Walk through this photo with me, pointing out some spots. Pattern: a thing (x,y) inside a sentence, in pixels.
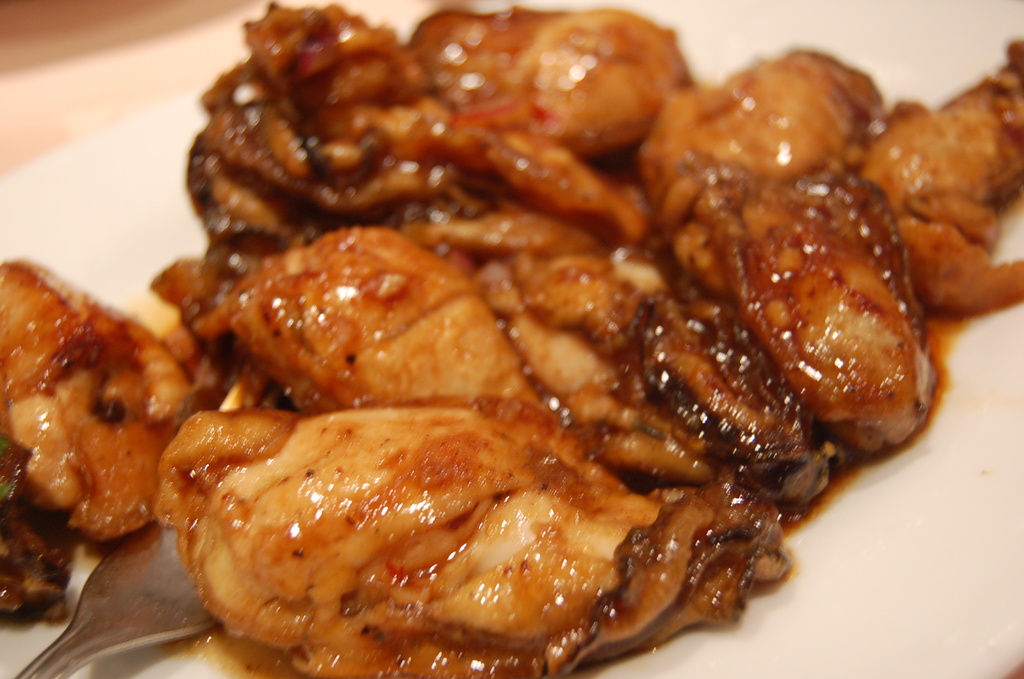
In this image, we can see food (554,396) on the white surface (992,484). Left side (109,635) bottom corner, we can see a spoon (145,612).
